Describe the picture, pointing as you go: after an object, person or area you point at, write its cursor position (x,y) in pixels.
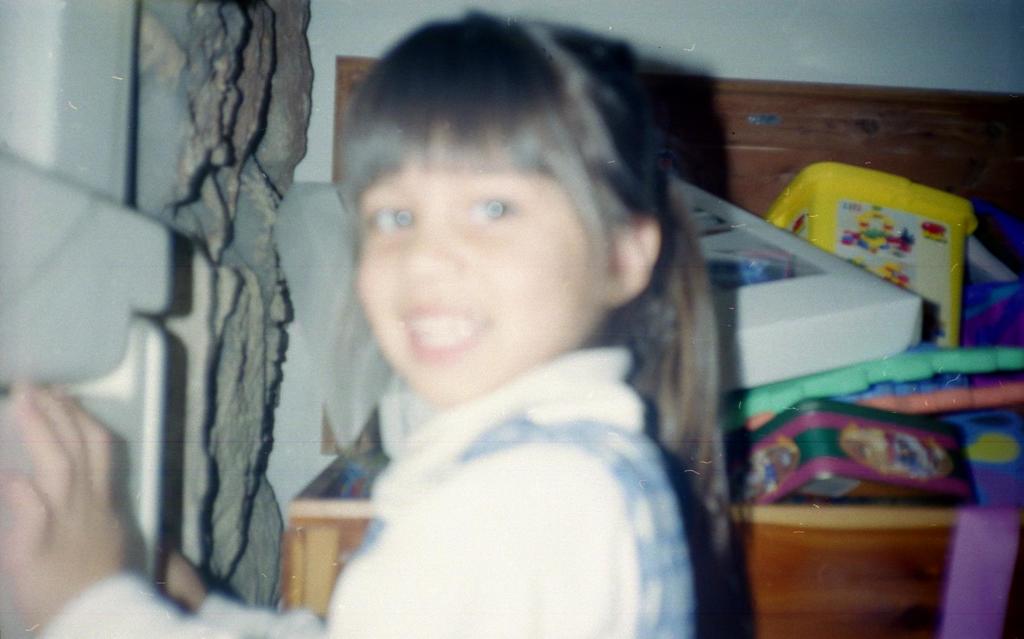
In this image in the front (426,372) there is a girl (480,414) smiling. In the background (764,313) there are objects (868,313) which are white, yellow and green in colour, which is on the wooden block (816,526). On the left side (179,163) there is stone type object (228,306) which is visible.
